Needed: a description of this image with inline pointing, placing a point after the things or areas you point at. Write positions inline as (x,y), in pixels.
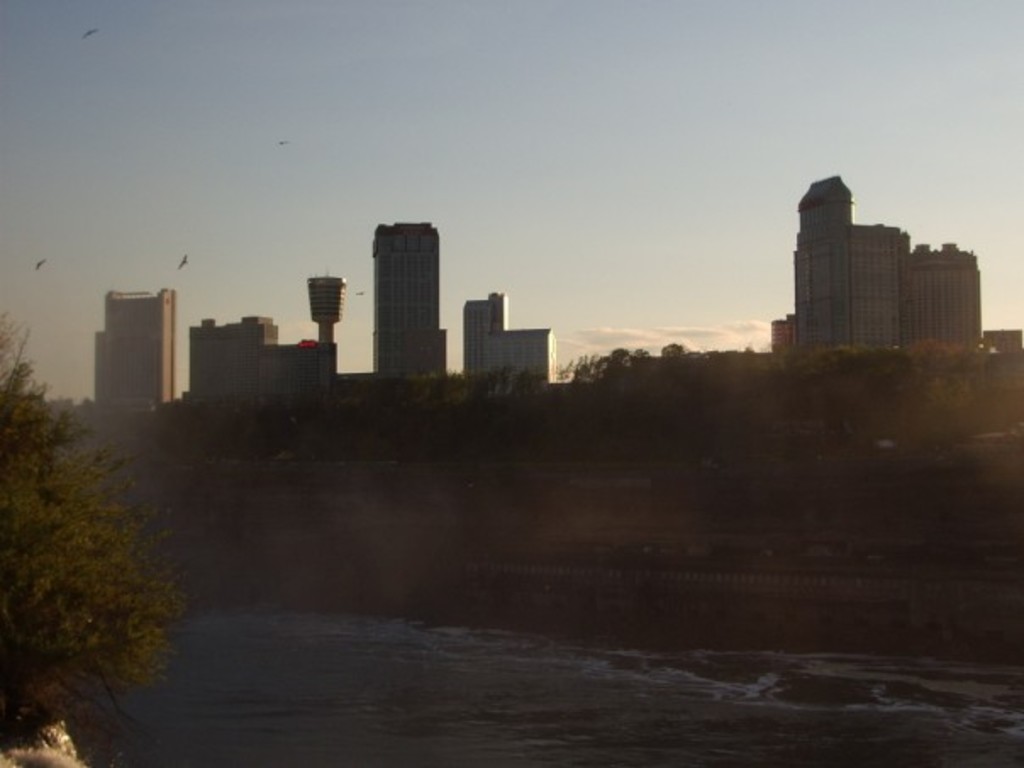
In this picture we can see trees (123,680), buildings (146,322), water (457,685), birds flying and in the background (779,110) we can see the sky (730,226) with clouds (671,339).
